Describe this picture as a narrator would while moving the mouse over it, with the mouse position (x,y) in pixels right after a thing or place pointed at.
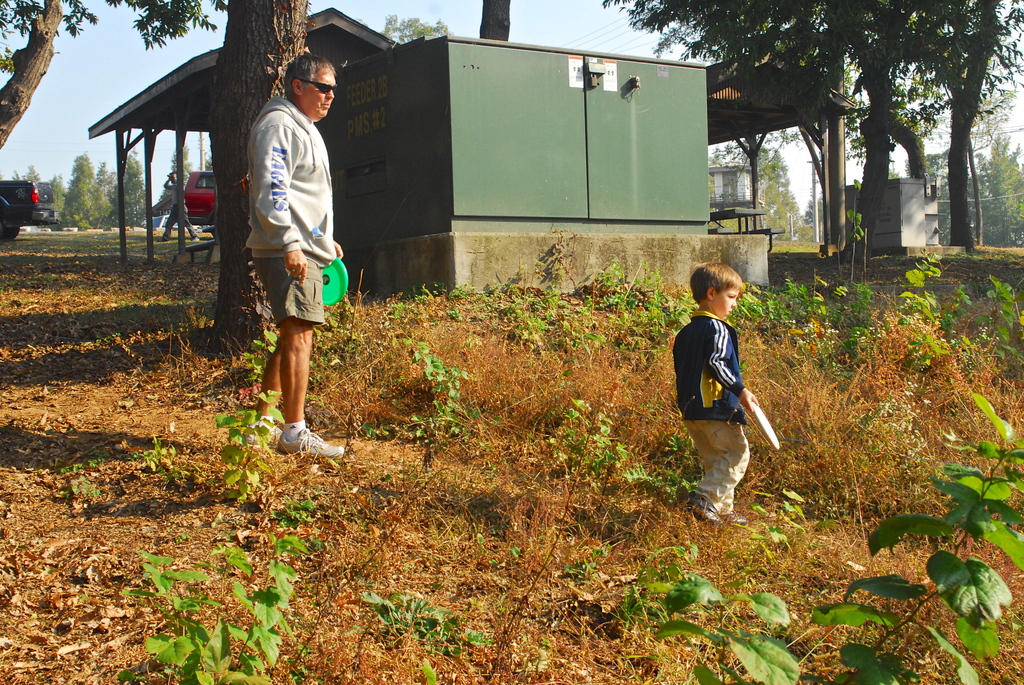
In this picture there is a man (326,78) who is wearing goggle (319,81), jacket (297,122), short (305,284) and shoe (321,452). He is holding green color plate (332,288). Here we can see a boy (730,348) who is wearing jacket (725,393), trouser (719,442) and shoe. He is also holding a white plate (757,418). On the bottom (790,554) we can see grass (601,603), plants (434,624) and leaves (126,630). On the left (171,215) there is a man (172,188) who is standing near to the cars (208,202). Here we can see generator room (574,126) and shed (193,73). On the right (926,183) there is a steel box (900,221) near to the trees (966,150). Here we can see electric poles (815,199). On the top (555,12) there is a sky (551,12). In the background (684,19) we can see many trees (240,216).
